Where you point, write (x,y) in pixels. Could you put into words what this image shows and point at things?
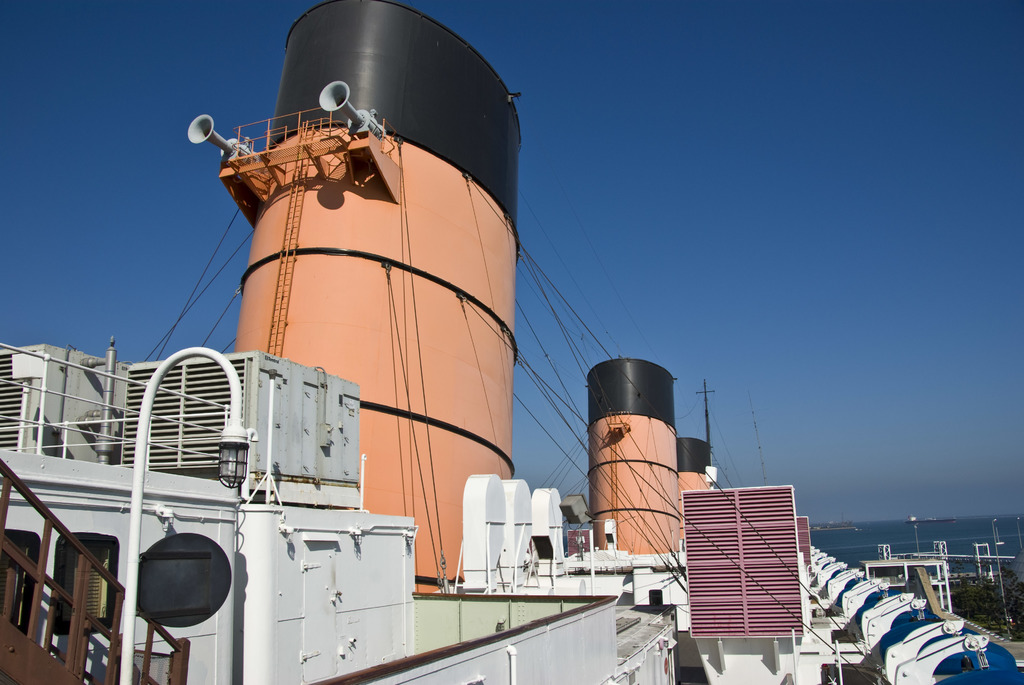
This is a ship (281,301) and here we can see railings (102,571), stairs (92,623) and a light (139,465). In the background (868,548), there is water (899,521) and we can see poles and trees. At the top (587,113), there is sky (577,199).
